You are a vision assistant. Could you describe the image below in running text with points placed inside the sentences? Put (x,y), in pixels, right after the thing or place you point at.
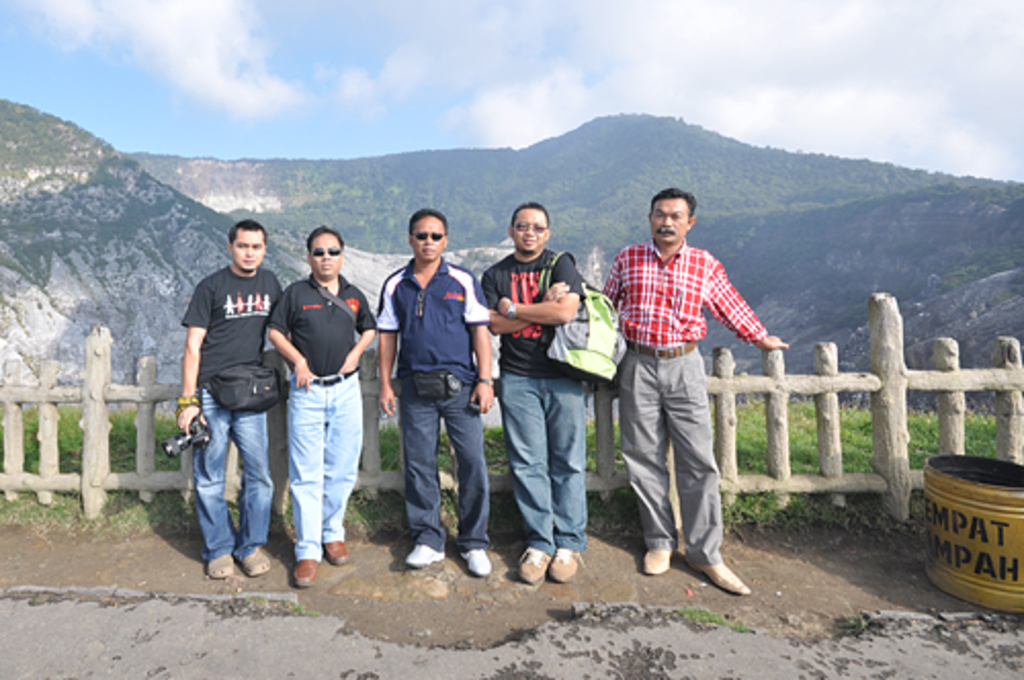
In this image we can see few people (453,425) are standing near to a wooden fencing (778,431). One person (573,429) is holding bag (573,356). Three (537,324) are wearing specs (422,237). One person (219,421) is holding camera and a bag (237,391). On the right side (994,519) there is a box (982,497). On the ground (862,432) there is grass (857,416). In the background (286,181) there are hills (622,135) and sky (398,104) with clouds (661,39).
